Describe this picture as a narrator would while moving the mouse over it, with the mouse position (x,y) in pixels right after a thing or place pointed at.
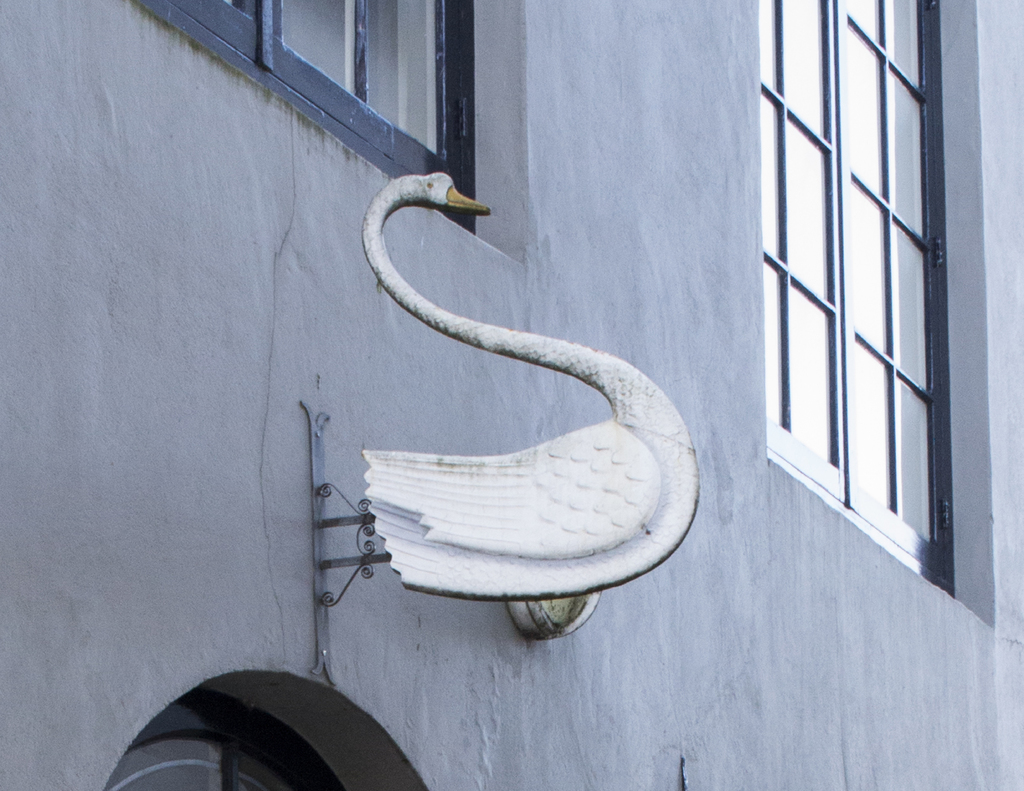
The picture consists of a building wall (258,618). On the right (841,286) there is a window (844,246). On the top (348,83) there is a window (341,58). In the center of the picture (548,361) we can see the board (502,344) in the shape of a swan.
